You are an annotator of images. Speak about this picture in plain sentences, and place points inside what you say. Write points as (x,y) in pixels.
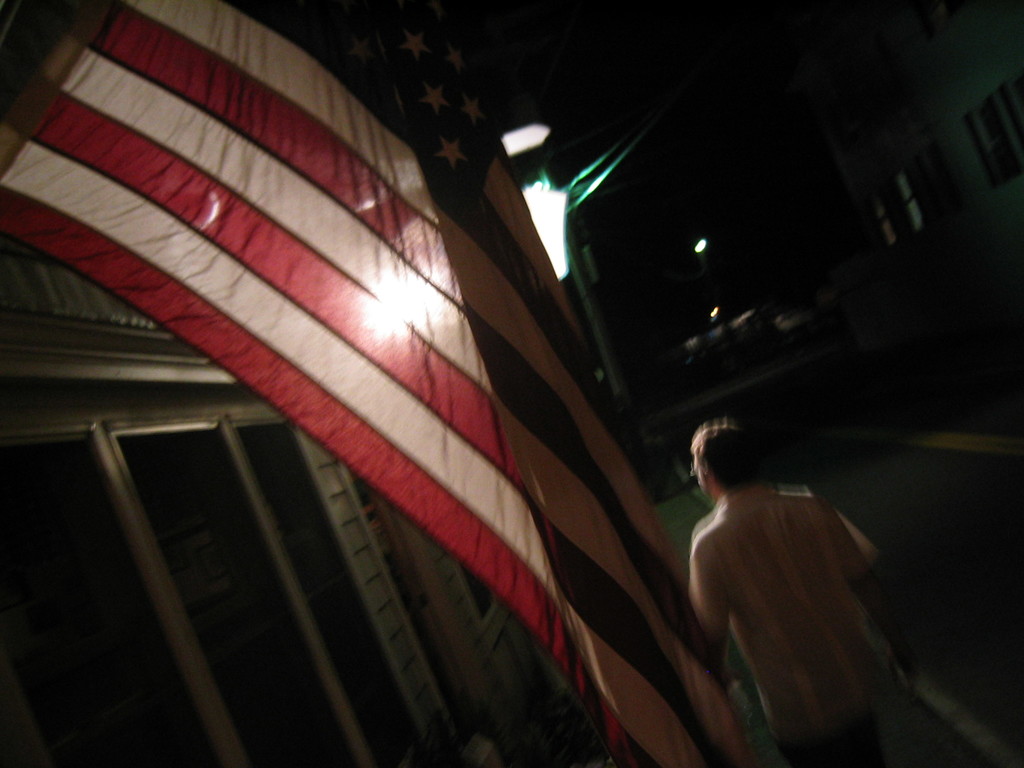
In this image in the front (359,296) there is a flag (412,309) and in the center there is a person (770,556) walking. On the left side (262,600) there are glasses (209,608). On the right side (939,210) there is a building (920,200) and there are windows (908,205). In the background (605,332) there are lights (518,142) and there is a pole (607,352).
